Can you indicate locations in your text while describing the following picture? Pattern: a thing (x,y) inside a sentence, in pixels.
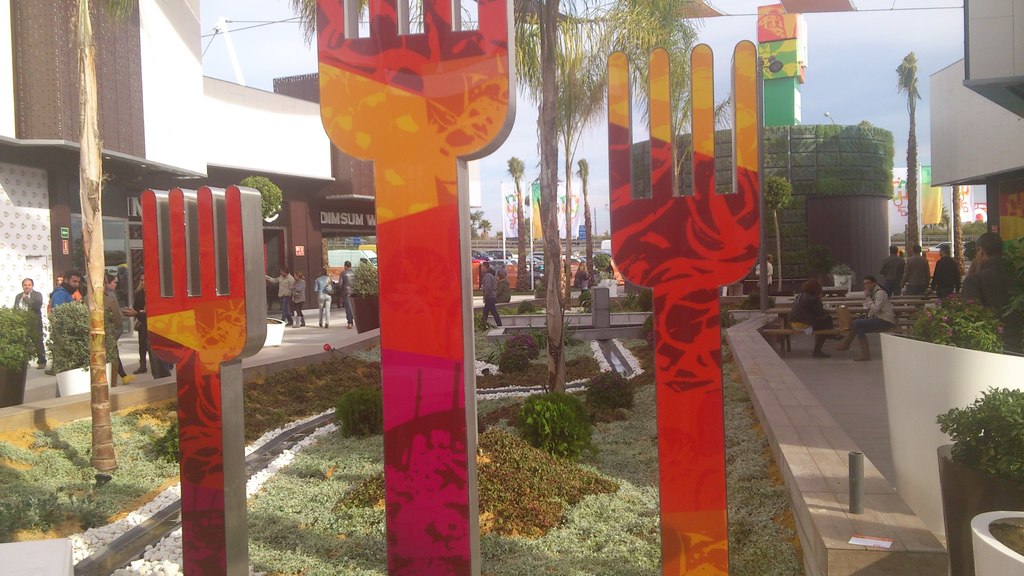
In this picture they are three iron pillars (413,346) in the front (430,437). Behind there is a small grass lawn (629,466) and park (617,471). In the background (302,188) there is a white and brown color shopping mall (288,186). In the background (882,164) there is a vertical garden round pillar (808,169).
